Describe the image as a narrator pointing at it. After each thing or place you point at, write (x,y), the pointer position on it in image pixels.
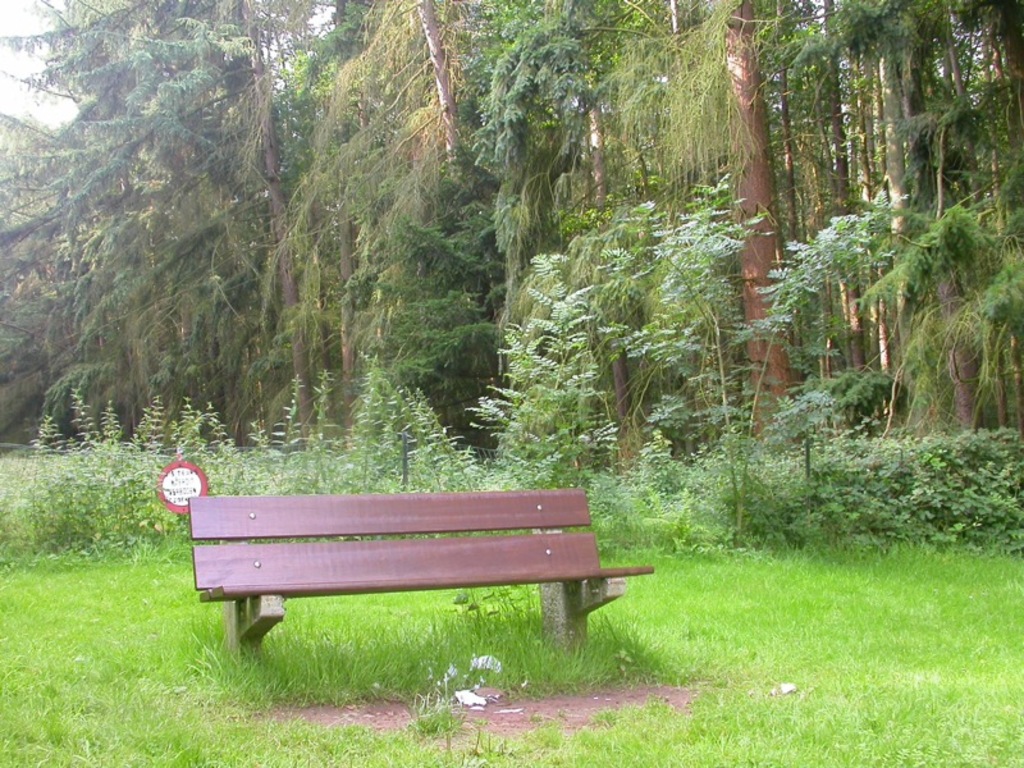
In this image I can see at the bottom (651,734) there is grass (807,746). In the middle (406,507) it looks like a bench chair (401,576). In the background (457,361) there are trees (342,202).
